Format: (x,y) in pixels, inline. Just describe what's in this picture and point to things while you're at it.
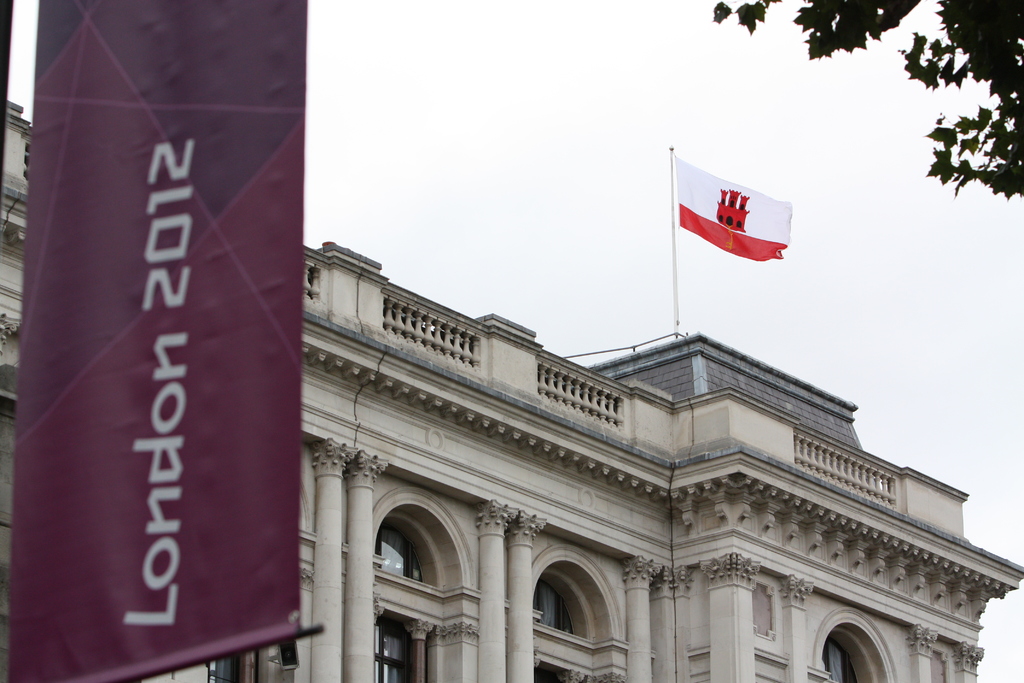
In this image we can see the building (641,463), flag (731,251) and also the banner (131,326) with the text (142,616). We can also see the tree (966,71) and also the sky (572,223) in the background (572,223).
